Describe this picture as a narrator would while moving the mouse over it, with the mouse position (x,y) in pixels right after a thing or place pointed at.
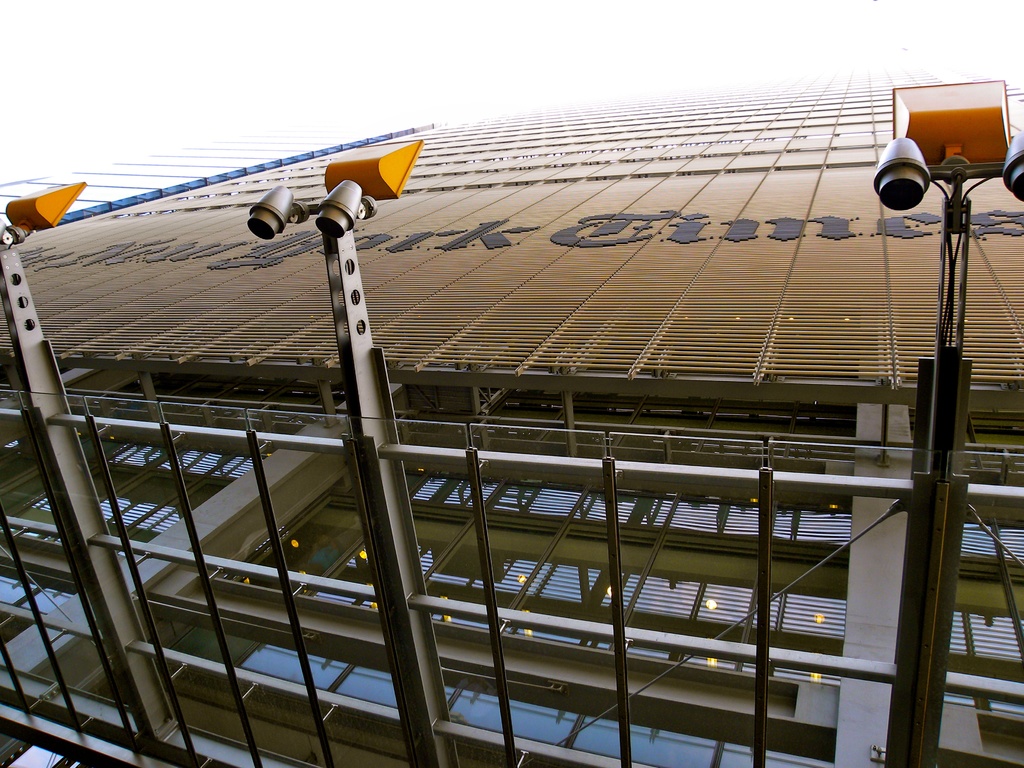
In this image we can see building (507,186) and lights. In the background (632,62) there is sky (512,67).
